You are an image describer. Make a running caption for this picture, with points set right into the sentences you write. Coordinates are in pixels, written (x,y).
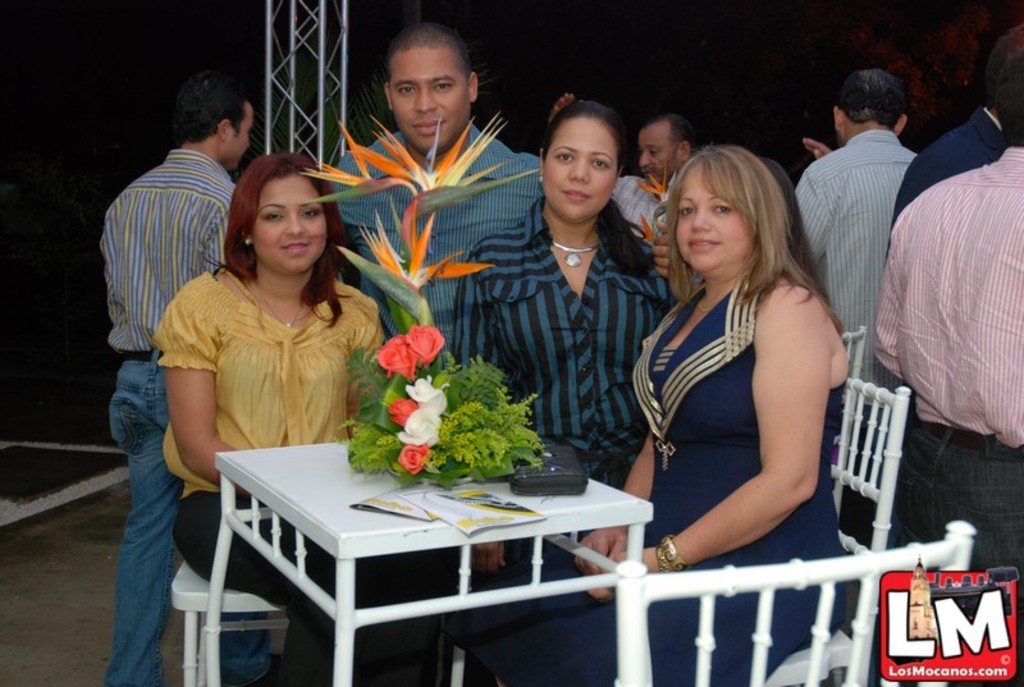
In the middle of the image (344,458) there is a table (253,459), On the table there is a flower bouquet (449,466). Surrounding the table (601,489) two women (207,381) are sitting on a chair (851,410). In the middle of the image (595,356) two people (519,159) are standing, Behind them few people (976,179) are standing.
